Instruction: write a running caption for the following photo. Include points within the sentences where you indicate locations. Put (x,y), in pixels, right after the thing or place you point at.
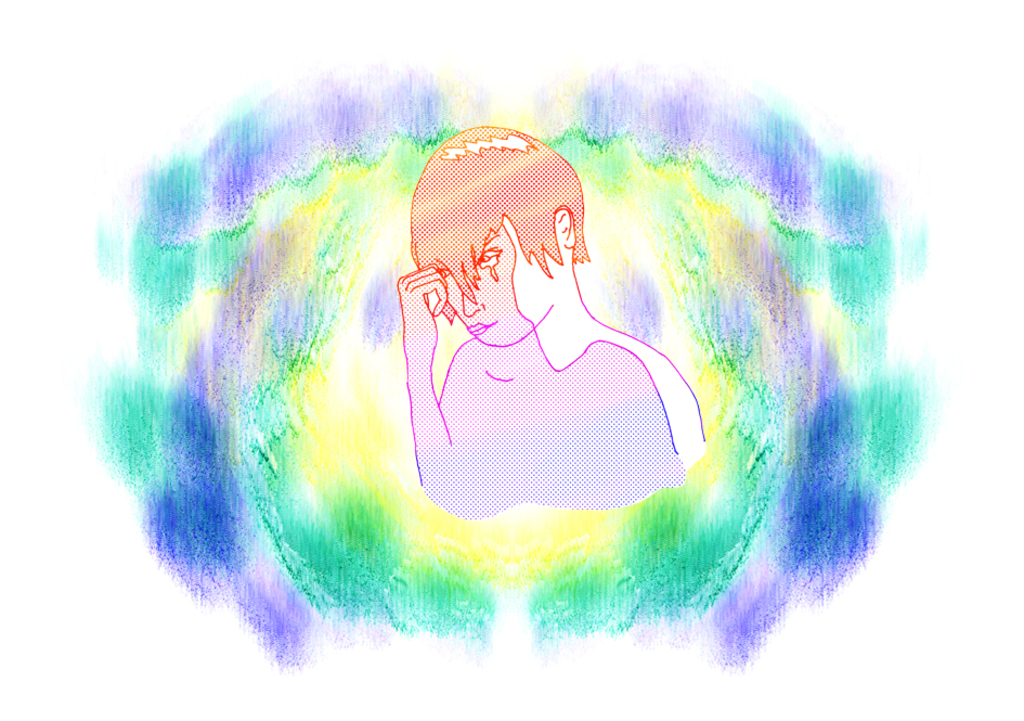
This image is a painting. In this painting we can see a image of a person (528,371).
